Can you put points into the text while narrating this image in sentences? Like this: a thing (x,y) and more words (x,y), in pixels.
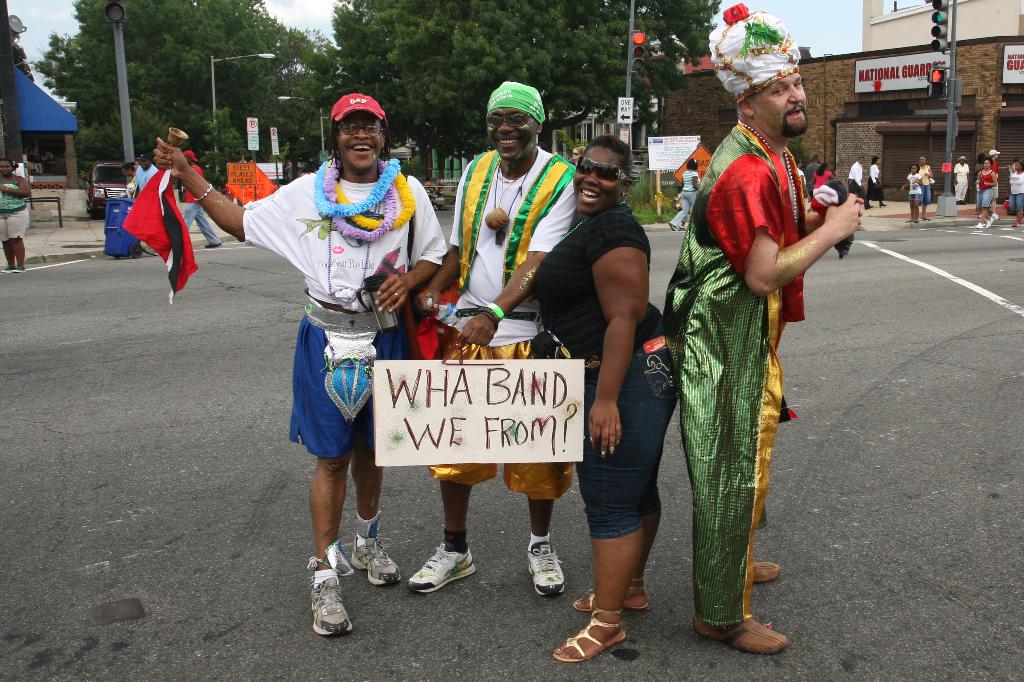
In this image I can see group of people (739,540) standing, the person (523,237) in front (503,238) holding a white color board (482,398) and the person (477,266) is wearing white shirt (496,268), yellow short (503,356) and the person (307,427) at left (322,294) wearing white shirt (301,272), blue color short (303,406) and holding a flag (147,246) which is in red, white and black color. Background (145,110) I can see a few other persons (983,155) walking, a traffic signal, trees (650,47) in green color and the sky (322,19) is in white color.
